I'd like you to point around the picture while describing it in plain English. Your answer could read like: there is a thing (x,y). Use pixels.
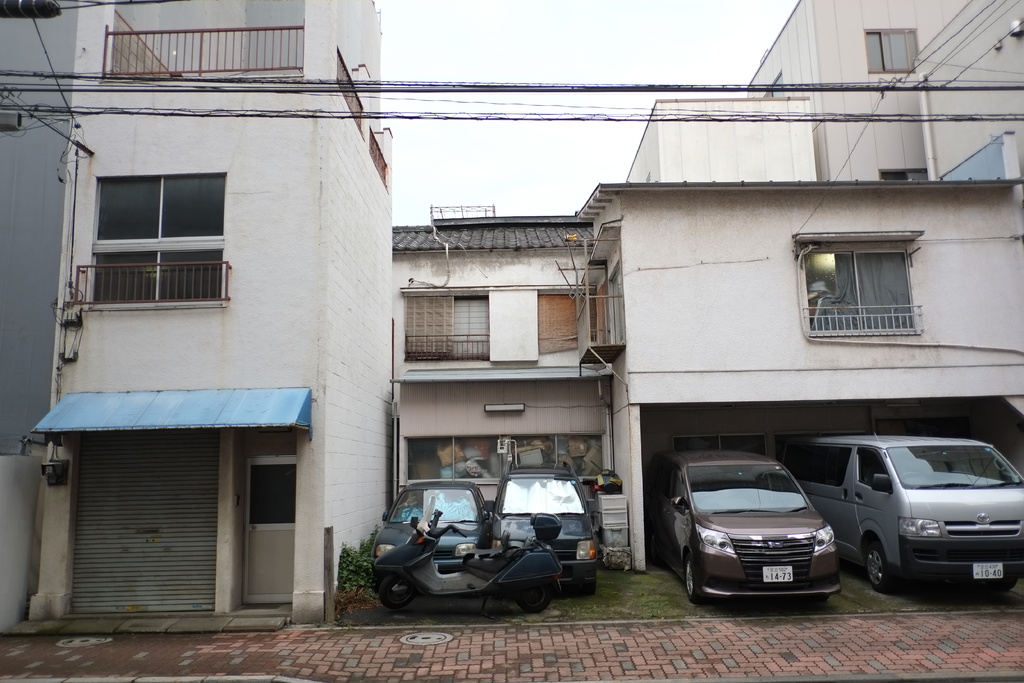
In this image, we can see buildings (662,275), walls (298,266), windows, railings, wires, door (266,544), shutter (127,558), plants (344,554), vehicles (396,541) and some objects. At the bottom (968,633), there is a walkway (776,617). Background (533,145) we can see the sky (489,161).
